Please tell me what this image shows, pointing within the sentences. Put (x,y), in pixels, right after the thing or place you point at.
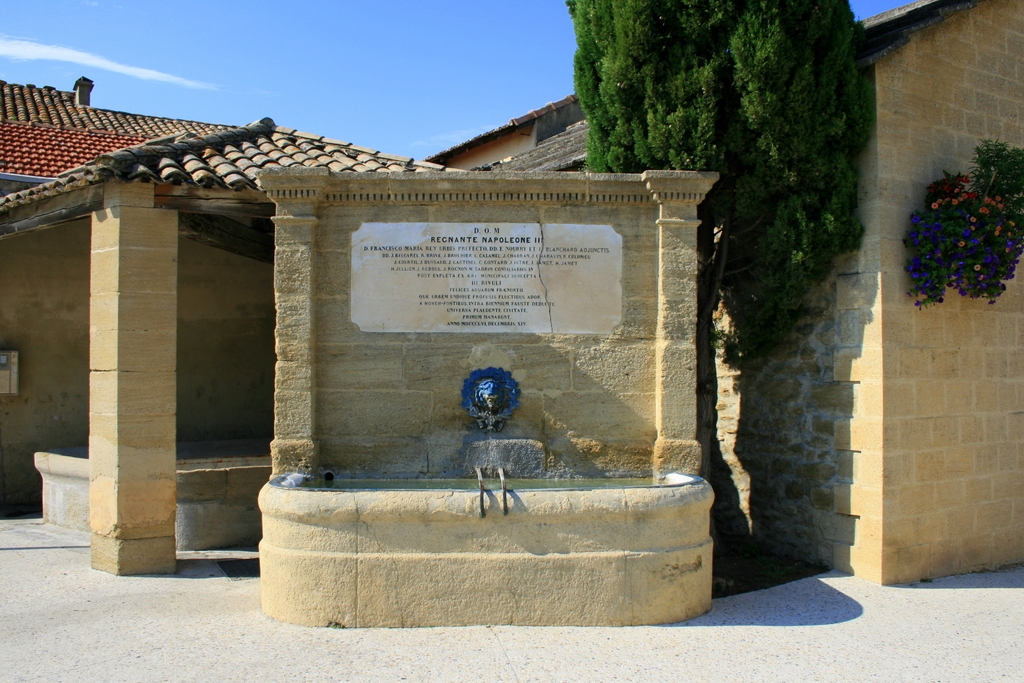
In the center of the image (473,293) there is a name board (468,305) and water fountain (489,460). In the background (486,52) we can see a building (135,141), trees (793,172), sky (440,58) and cloud (164,79).
